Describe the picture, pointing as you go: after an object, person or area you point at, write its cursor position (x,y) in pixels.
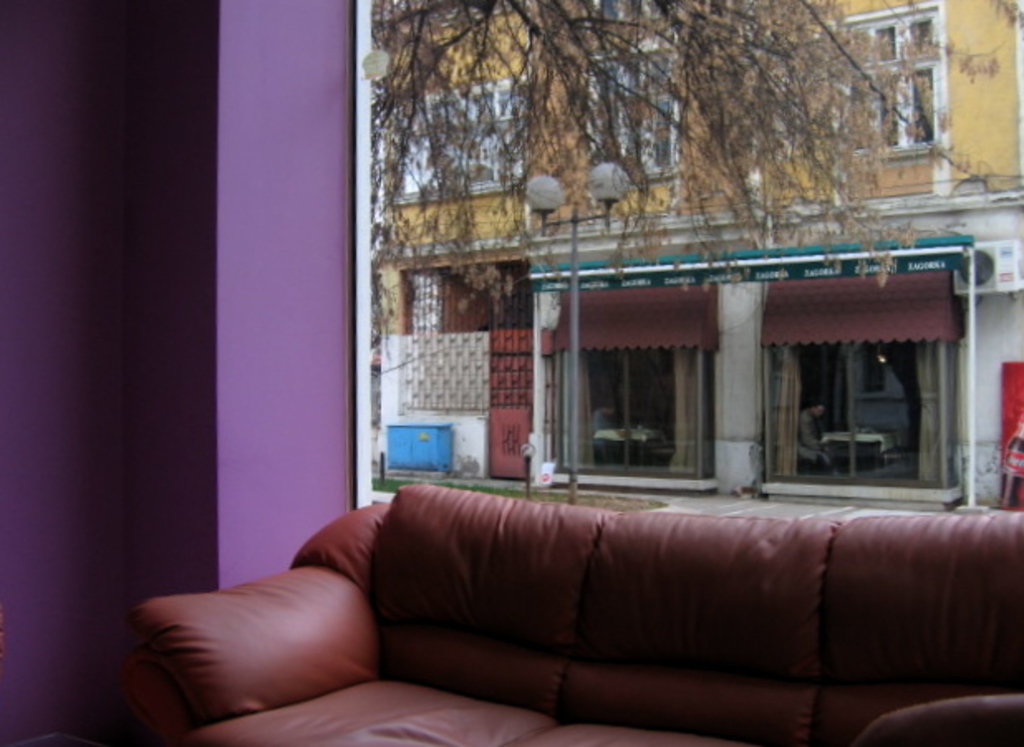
In this picture there is a couch (439,652) a purple color wall (183,447) on the left side (263,238) and trees (498,144) another building (664,355) in the background (550,400).
